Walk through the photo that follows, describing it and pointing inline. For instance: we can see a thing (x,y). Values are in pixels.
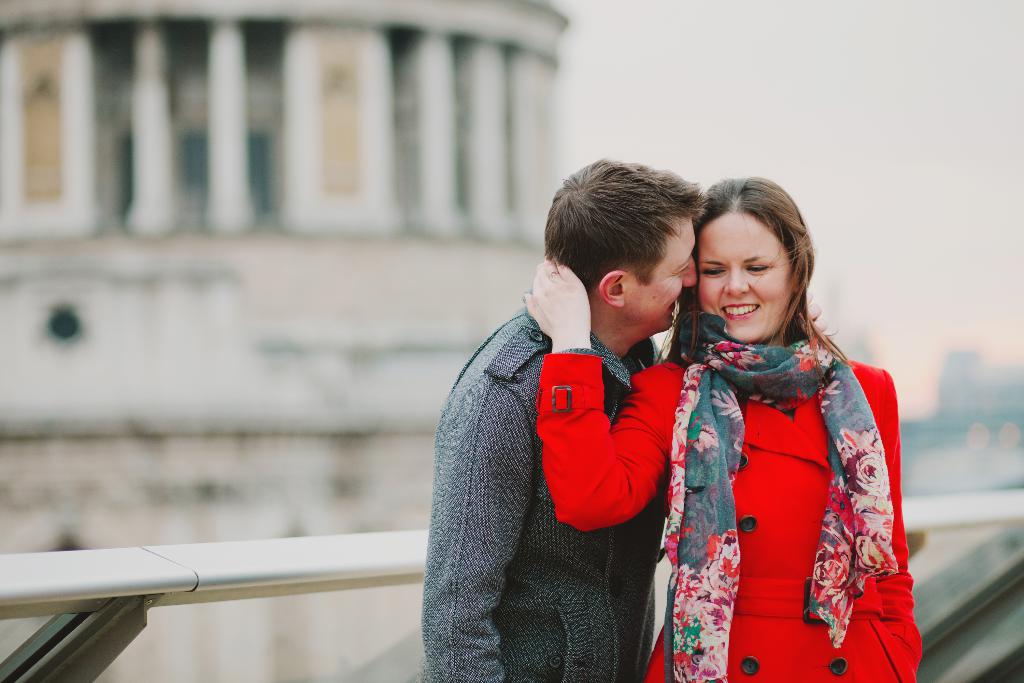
In the foreground of the picture (488,463) there are a couple (683,506) standing near by railing (320,557). The background (1011,421) is blurred. In the background (309,353) there are buildings (335,373).
